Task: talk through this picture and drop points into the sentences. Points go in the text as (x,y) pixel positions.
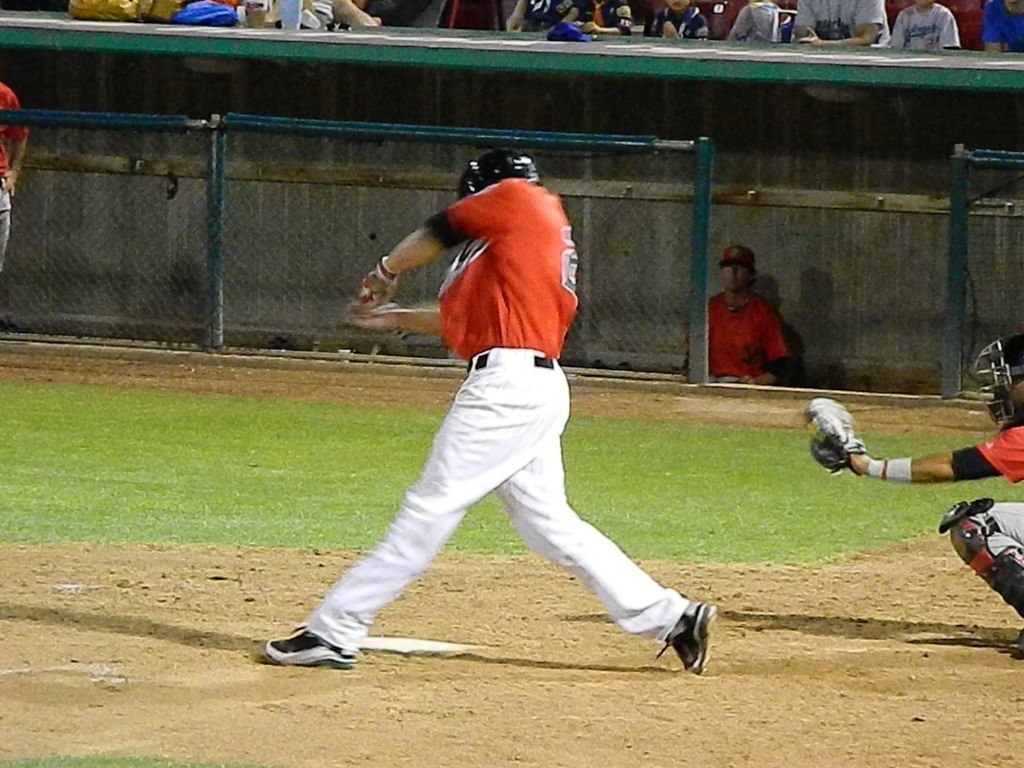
In this picture I can see there is a person (529,406) standing, he is wearing a jersey (464,309), gloves (374,320) and holding a bat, there is a person (953,478) at right side (1021,363), he is wearing a helmet (989,380) and a glove (841,447). There is a fence (425,272) in the backdrop (700,268), there is a person (740,302) sitting and there is another person (1,86) standing at the left side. There are a few audience (880,2) visible behind them.
